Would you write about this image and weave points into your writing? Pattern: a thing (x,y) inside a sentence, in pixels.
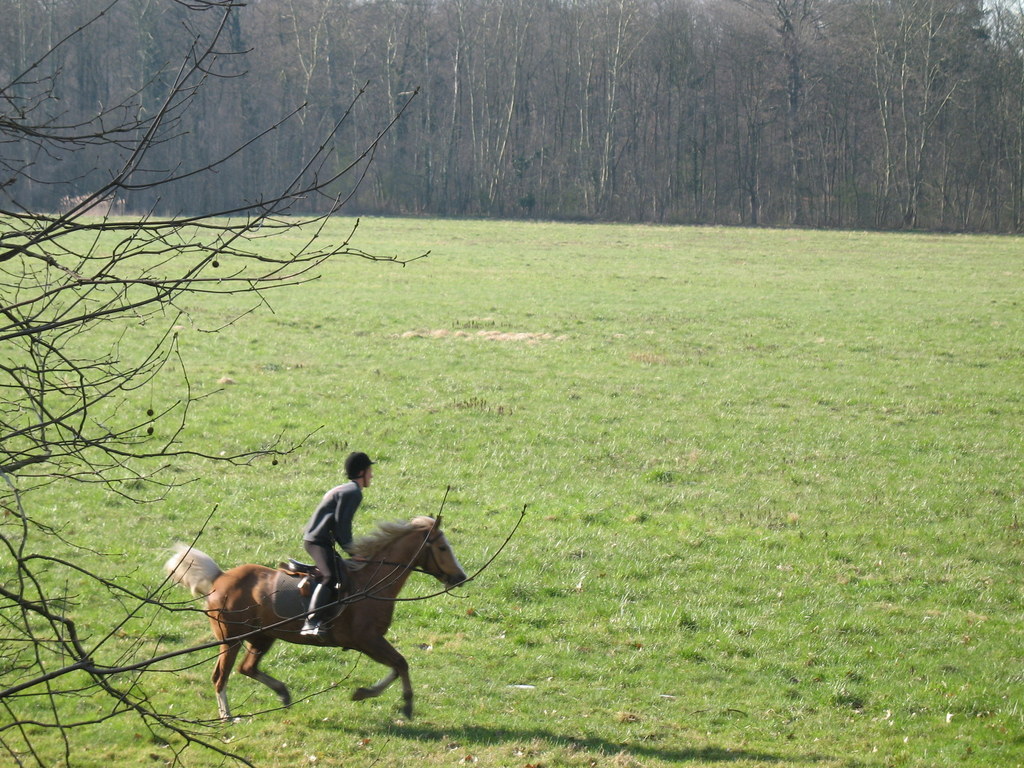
In this image we can see a person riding a horse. We can see some trees (992,123) and grass (788,283) on the ground (813,280).
